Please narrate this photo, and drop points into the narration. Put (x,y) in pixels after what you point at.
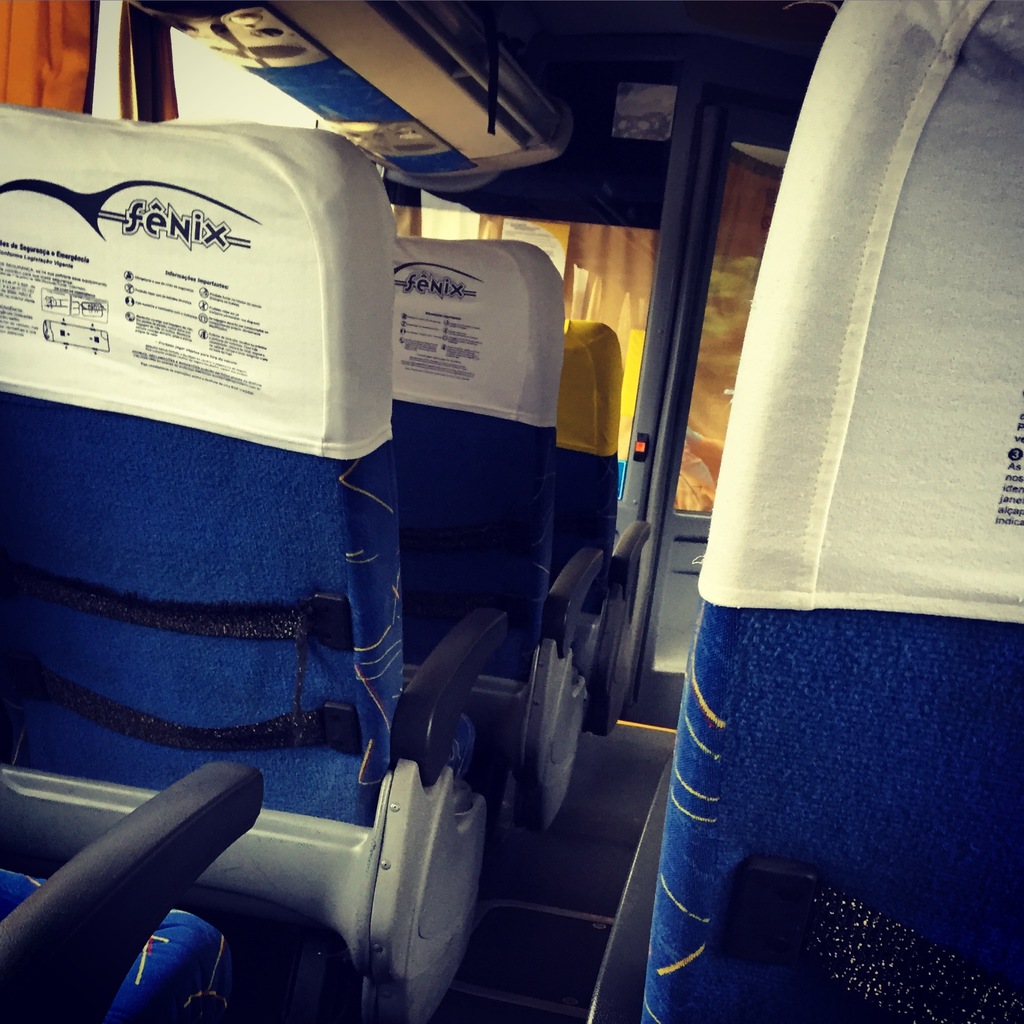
In this picture there are empty seats (539,634) with some text (1014,519) written, there are curtains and there is a door (732,348) and there are windows (449,230) and there is a cabin (437,39) at the top (417,52).
